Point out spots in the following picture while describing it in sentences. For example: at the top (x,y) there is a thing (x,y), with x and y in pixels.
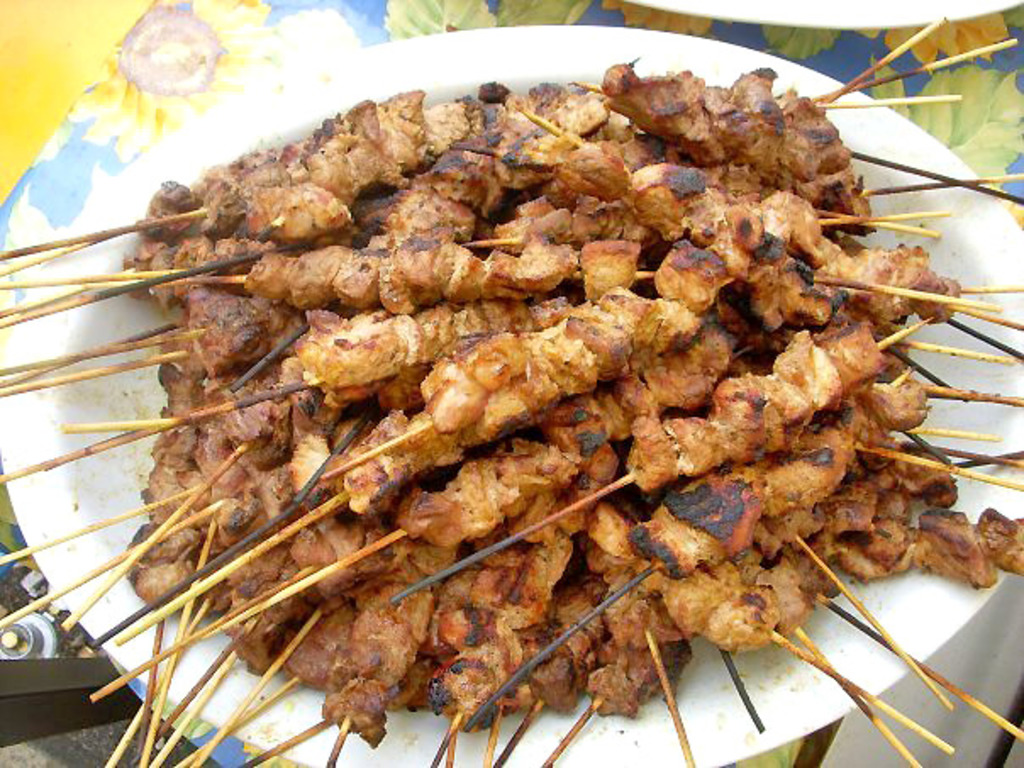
In this image we can see the grilled food (466,237) with sticks (281,662) and it is placed in the plate (718,652) which is on the flowered mat (318,42).
